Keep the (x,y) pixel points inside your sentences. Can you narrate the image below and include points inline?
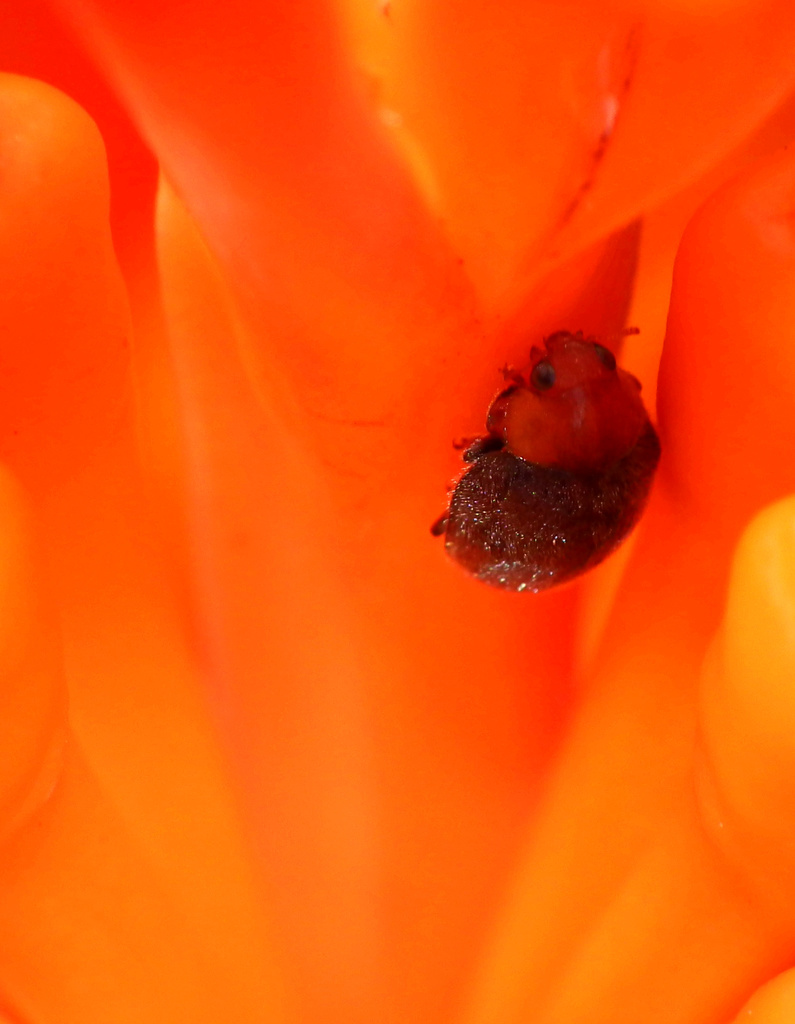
In this picture, it seems to be an insect (548,535) on the right side of the image (572,513), it seems to be the background (746,232) area of the image is orange in color.
